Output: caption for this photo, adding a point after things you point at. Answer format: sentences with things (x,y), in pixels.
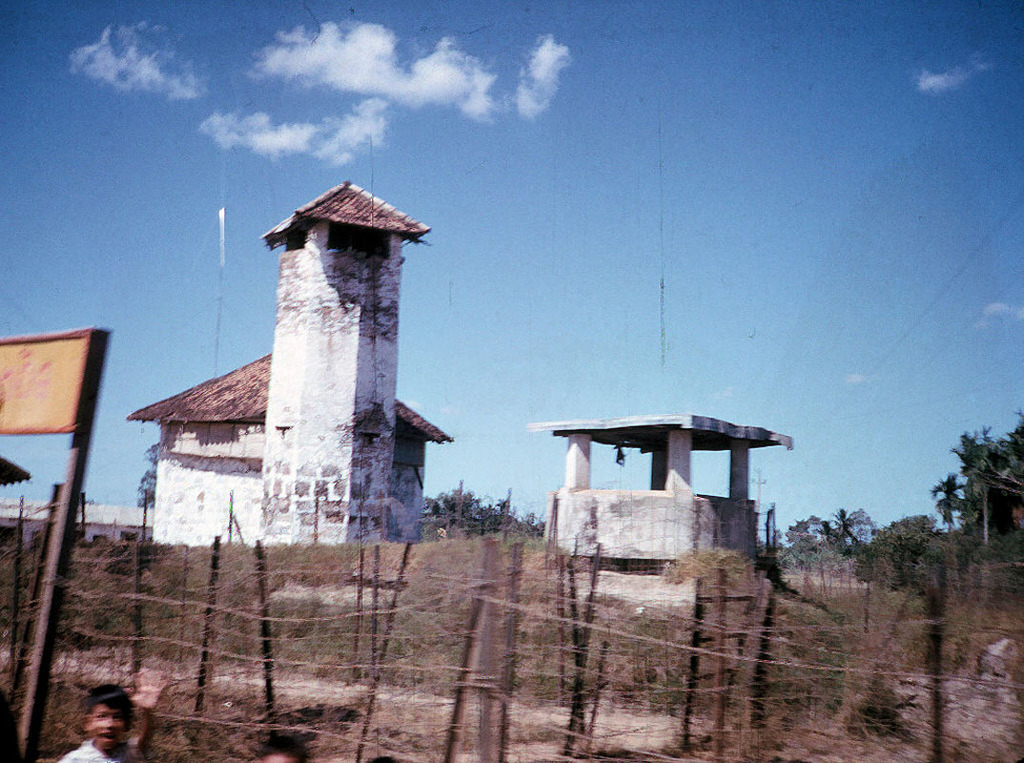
In this image we can see some pillars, walls (309,365), sheds (176,469), fencing (86,556), sign board (19,417), trees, plants (162,579) and we can also see some kids (135,753) at the bottom (285,735). At the top (389,134) we can see the sky (264,271).
